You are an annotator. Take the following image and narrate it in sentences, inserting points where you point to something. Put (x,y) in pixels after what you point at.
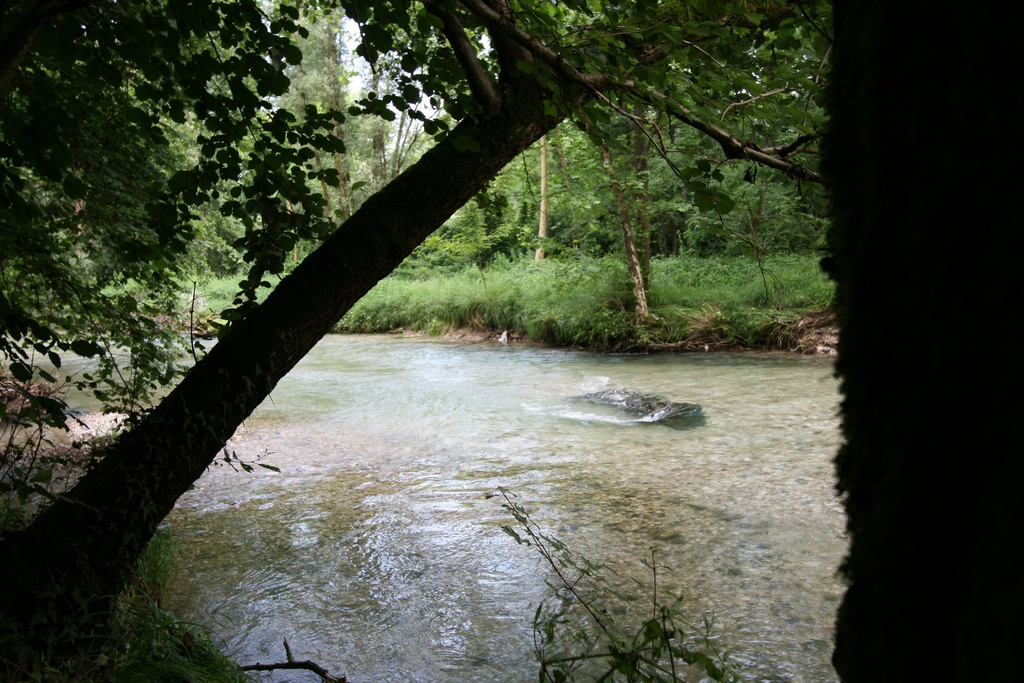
In this image in front (296,312) there are trees (282,175). There is water (442,487). In the background of the image (510,286) there is grass (578,285) on the surface (477,330). There are trees (509,185). At the top of the image (421,70) there is sky (352,53).
